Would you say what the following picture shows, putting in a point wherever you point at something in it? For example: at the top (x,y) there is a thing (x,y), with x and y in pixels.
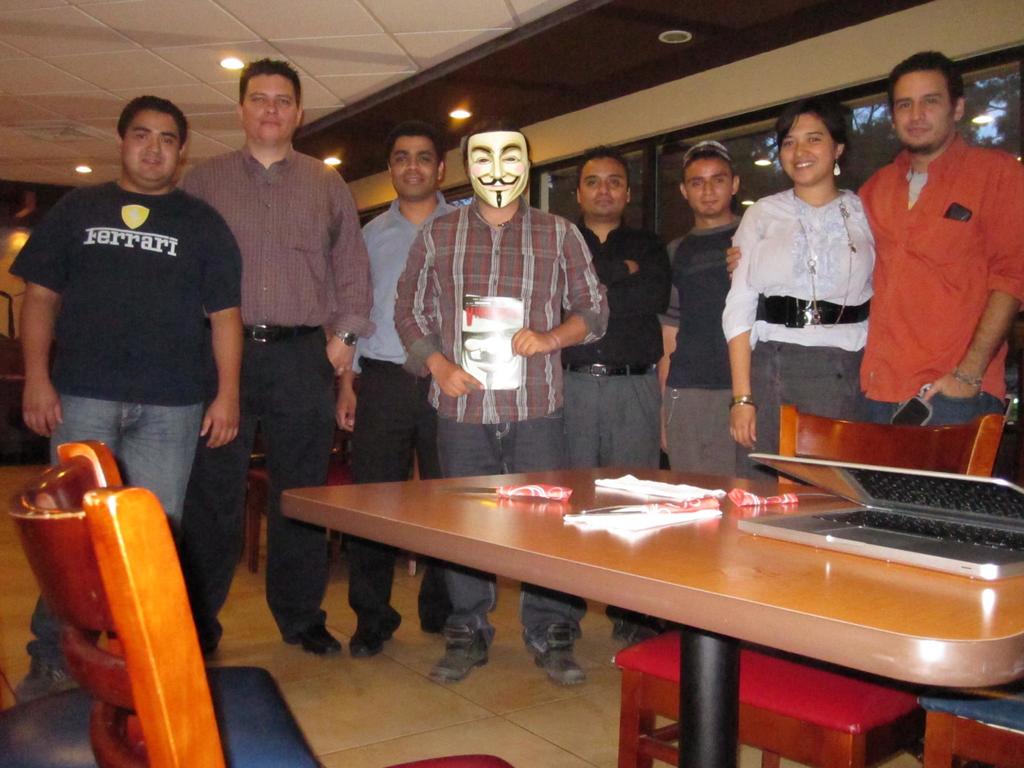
These group of people (447,322) are standing. Middle this person (529,276) wore mask (484,166) and holding a book (502,307). Lights (234,62) are attached to the ceiling (224,44). In-front of this person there is a table (656,584), on this table (760,539) there is a laptop (890,500) and things (680,500). Under the table (734,575) there is a pole (716,704) in black color. These are chairs (813,709). From this window (990,115) we can able to see tree (1001,94).
